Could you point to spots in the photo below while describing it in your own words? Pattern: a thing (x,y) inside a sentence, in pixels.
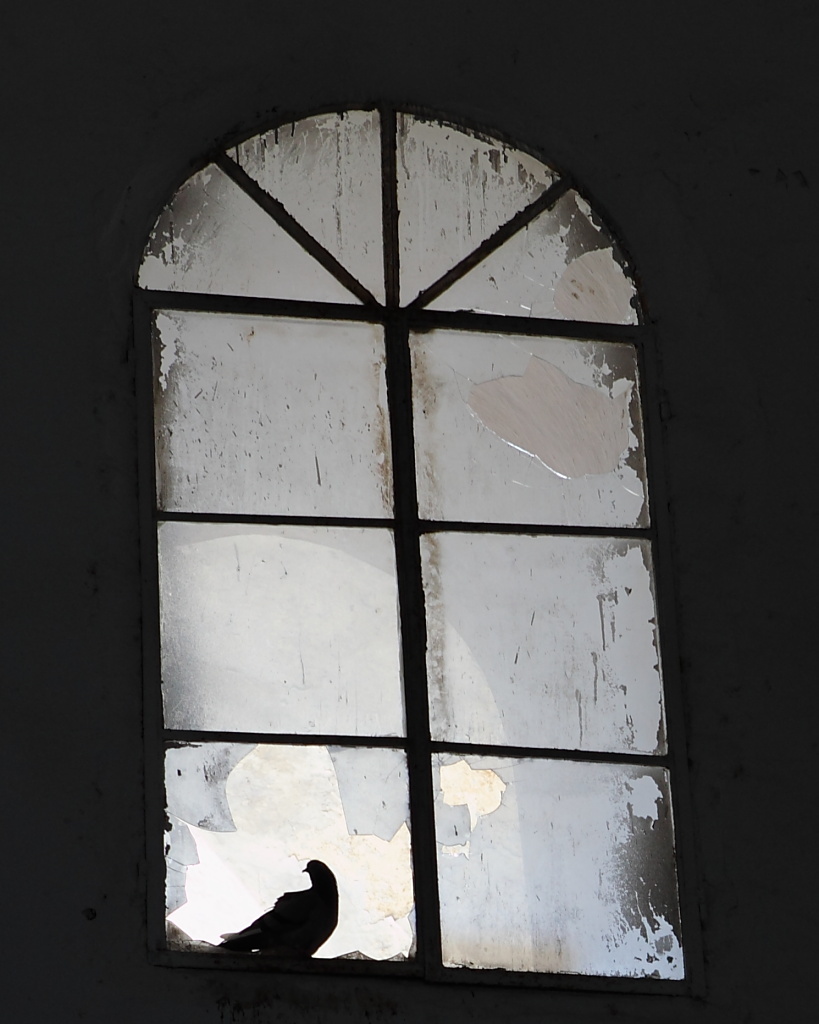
In this image there is a window (401,667). The window (356,798) is broken. Here a bird (303,891) is standing.
